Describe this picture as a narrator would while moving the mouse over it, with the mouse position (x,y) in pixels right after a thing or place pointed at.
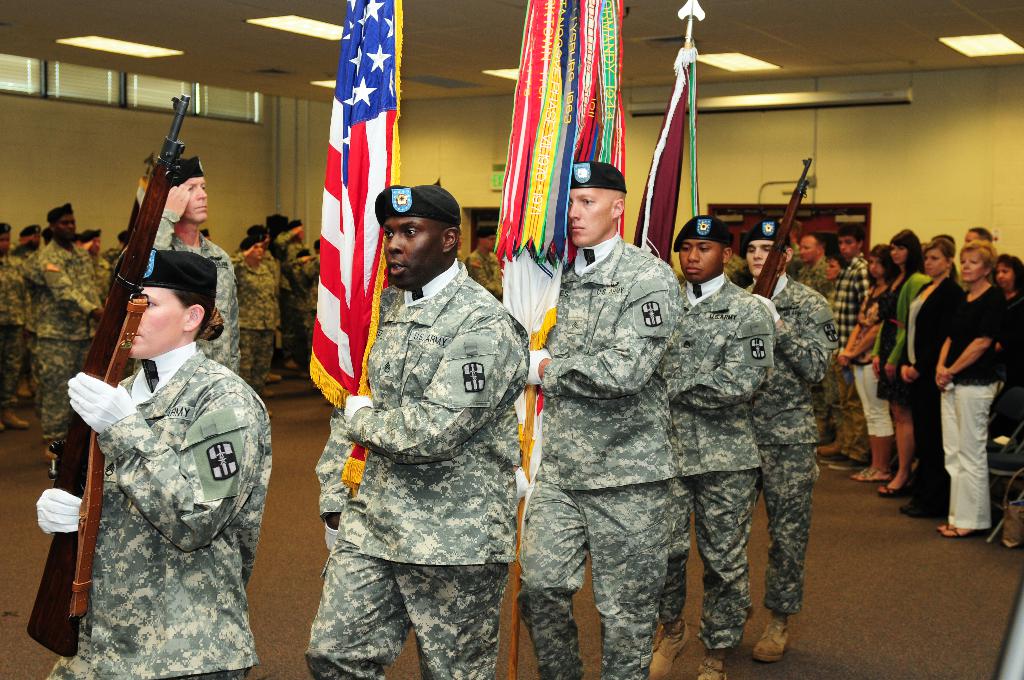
In the foreground of this picture (442,431), there are people (509,413) walking behind one after the other, holding guns (91,446) and flags (615,83) in their hands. In the background (868,282), we can see the crowd (867,264) standing and few (261,258) are saluting. There is also a wall (761,90), ceiling (732,76), lights (715,63), and the glass windows (140,92).
